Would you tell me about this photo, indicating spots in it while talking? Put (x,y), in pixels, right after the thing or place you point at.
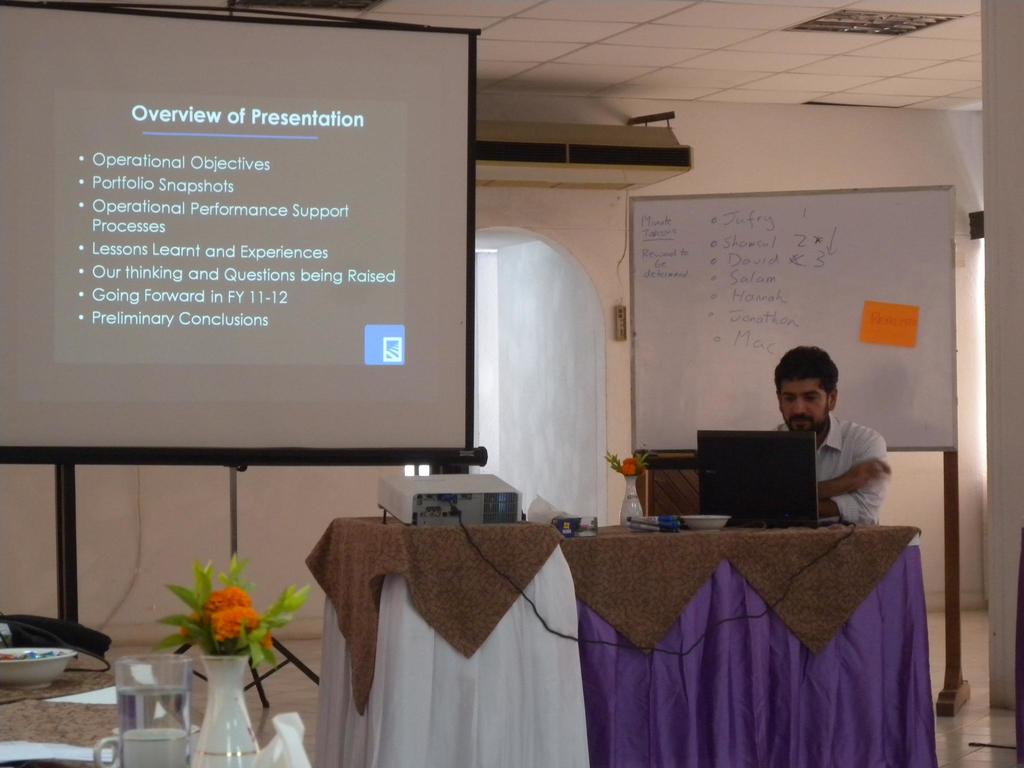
In this picture there is a projector screen (408,277) on the left side of the image (121,175) and there is a table (624,610) in the center of the image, there is a man (844,465) who is sitting in front of a table (704,533), table (700,535) contains flower pot (635,505), bowls (715,520), and a laptop (726,481), there is a white color board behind the man (827,505) and there is another table (56,736) at the bottom side of the image (220,727), on which there is a water jug (123,690), flower pot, and a bowl (58,664).
